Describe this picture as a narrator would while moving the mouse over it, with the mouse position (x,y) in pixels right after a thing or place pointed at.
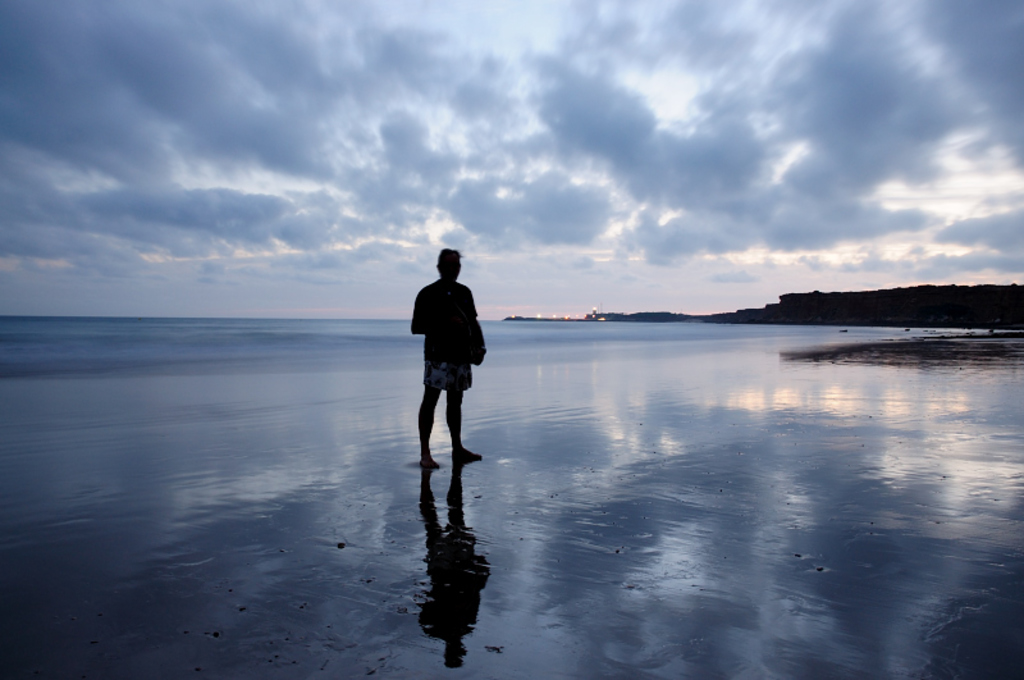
In this picture we can see a person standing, water (578,353), mountains (986,293), lights (537,316) and in the background (519,117) we can see the sky (586,105) with clouds (593,49).
